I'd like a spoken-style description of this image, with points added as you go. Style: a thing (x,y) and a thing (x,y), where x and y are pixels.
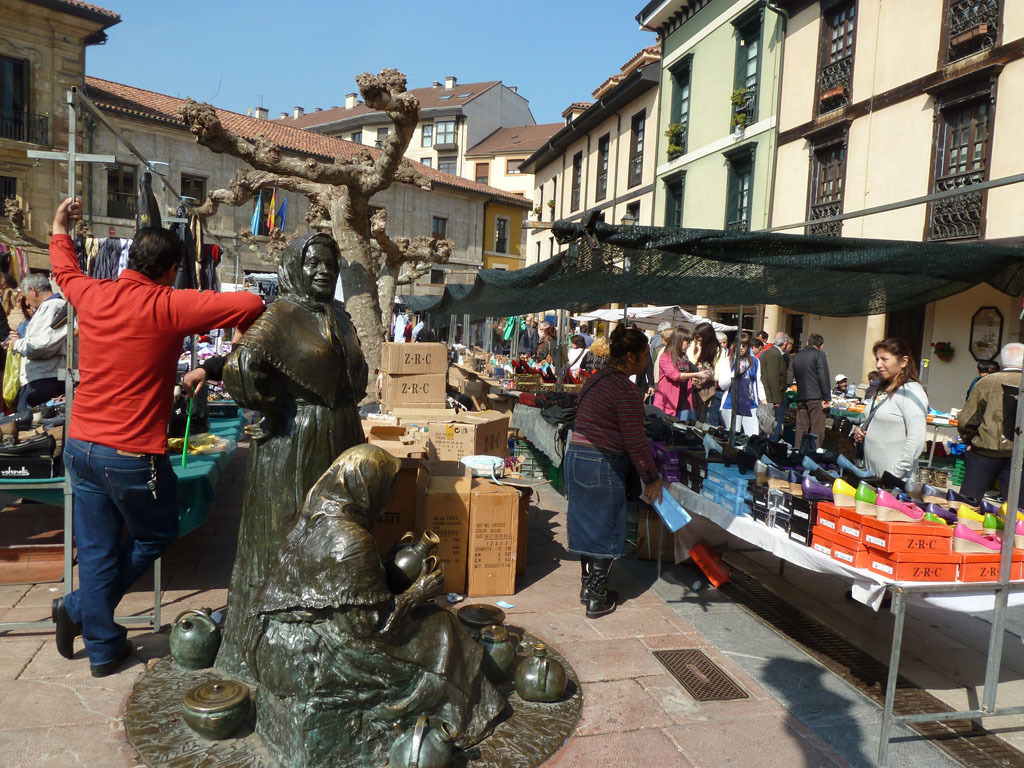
In this image we can see the roof houses (104,179). We can also see the people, tree (369,256), cardboard boxes (455,571) and also the sculptures (363,572). On the right (824,308) we can see the shelter (737,279). We can also see the table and on the table (934,584) we can see the boxes (843,524) and also the footwear (846,486). We can see the sky (526,52) and at the bottom (729,723) we can see the path (764,754).
